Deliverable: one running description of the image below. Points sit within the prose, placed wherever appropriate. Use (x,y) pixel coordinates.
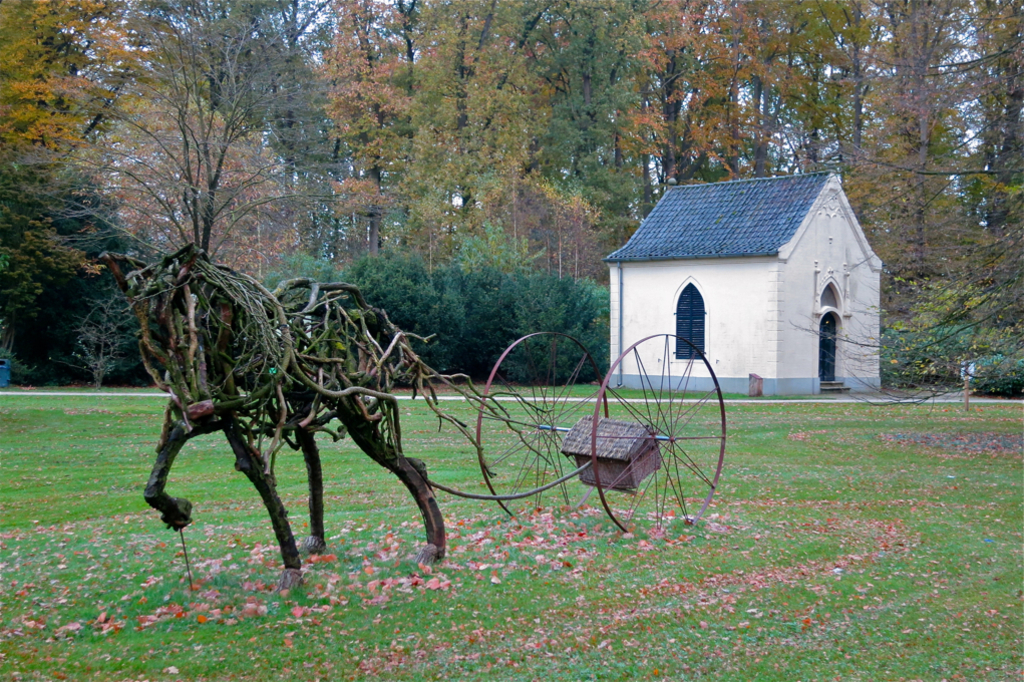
There is a statue (151,367) of horse cart (140,324), on the grass (144,576) on the ground (144,576), on which, there are dry leaves (731,527). In the background (841,217), there is a white color house (710,223), near a road (818,401), there are plants (479,307), trees (78,210) and there is a sky (305,24).
